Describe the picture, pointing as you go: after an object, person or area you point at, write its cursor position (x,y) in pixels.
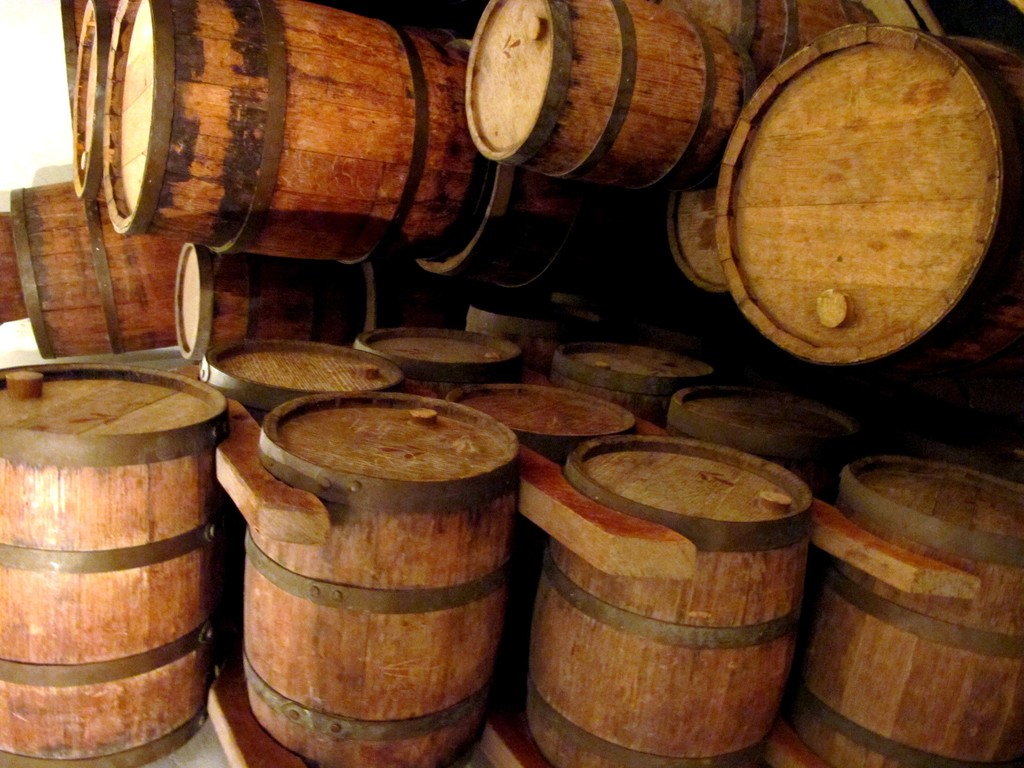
In this image we can see a group of wooden barrels (304,474).
